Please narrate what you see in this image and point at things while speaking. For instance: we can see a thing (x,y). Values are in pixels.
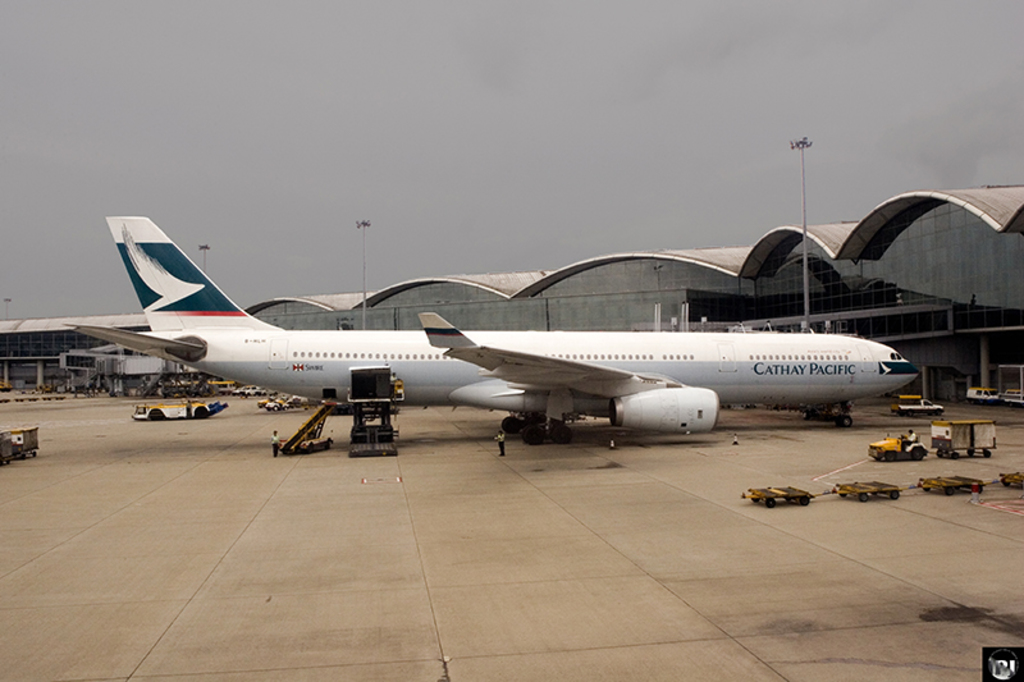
In this image I can see in the middle (674,374) there is an aeroplane (659,374) in white color. It looks like an airport (335,405), on the right side (726,308) there is the building (871,290) with glasses (946,299), at the top (573,108) it is the cloudy sky (663,112).
